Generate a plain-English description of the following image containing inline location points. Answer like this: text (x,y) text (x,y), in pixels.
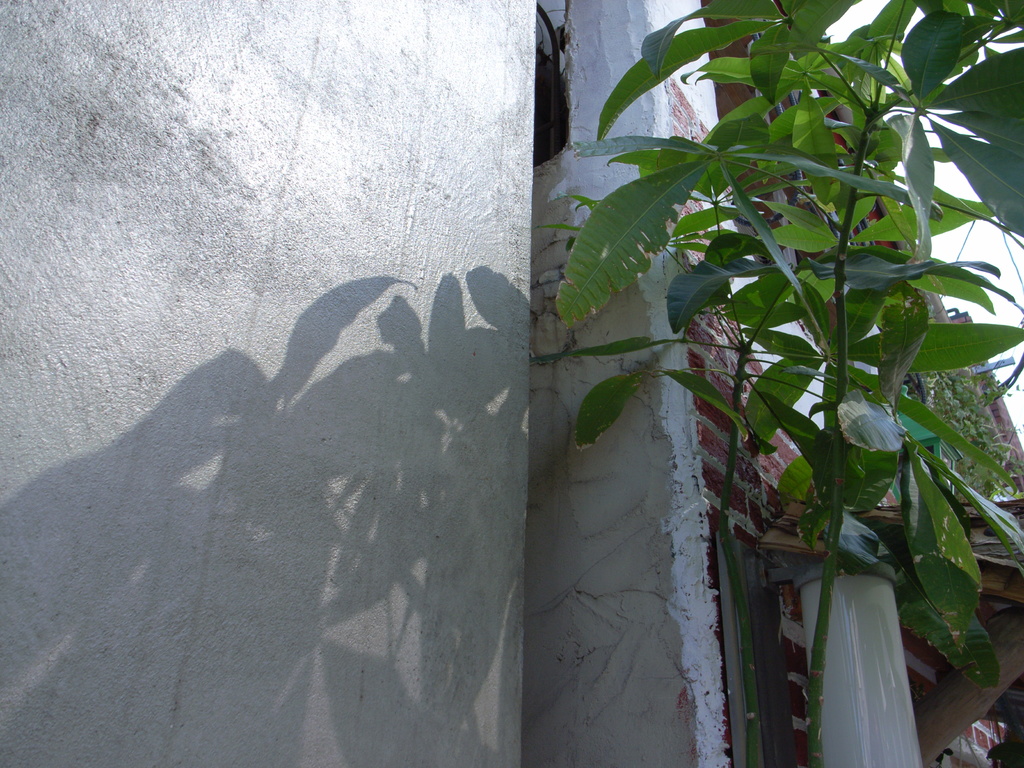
In this image we can see a plant (829,382) in front of the wall (563,457) and a pipe (811,618) attached to the wall (788,610) and sky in the background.
